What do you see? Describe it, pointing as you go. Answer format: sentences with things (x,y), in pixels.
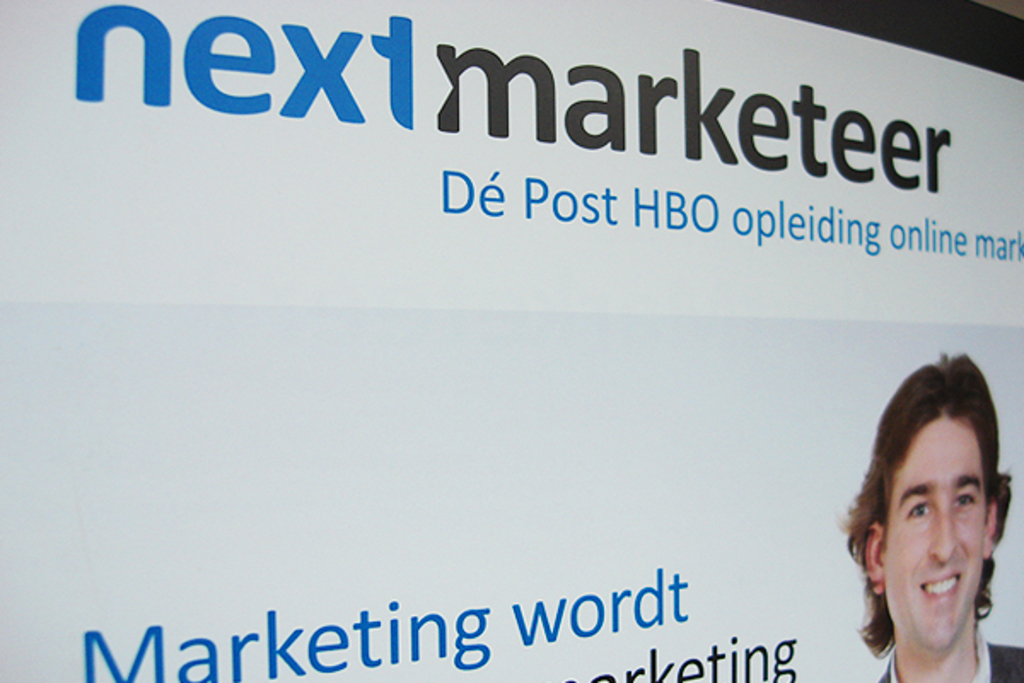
Here in this picture we can see a banner (421,117), on which we can see some text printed and we can see a person's face (940,428) and he is smiling.
